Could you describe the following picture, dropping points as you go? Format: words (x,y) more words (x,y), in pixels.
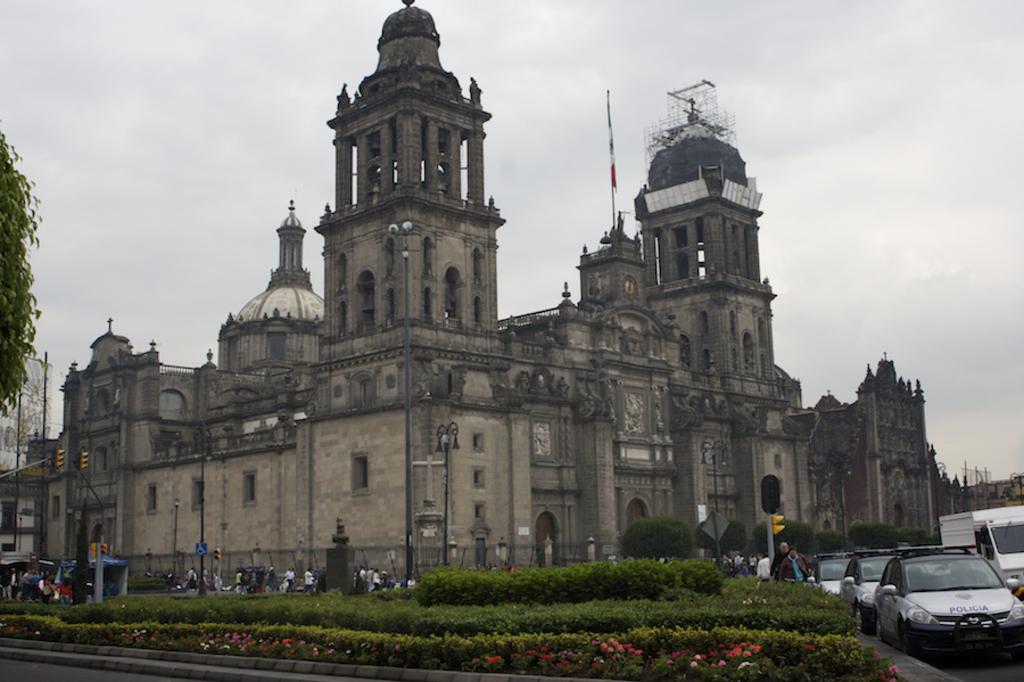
In this image we can see monument (679,502). Bottom of the image (463,641) plants (307,640), people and vehicles (912,584) are there. At the top of the image (767,80) sky (614,104) is covered with clouds (903,174). Left side of the image (14,246) tree (14,262) is there.
